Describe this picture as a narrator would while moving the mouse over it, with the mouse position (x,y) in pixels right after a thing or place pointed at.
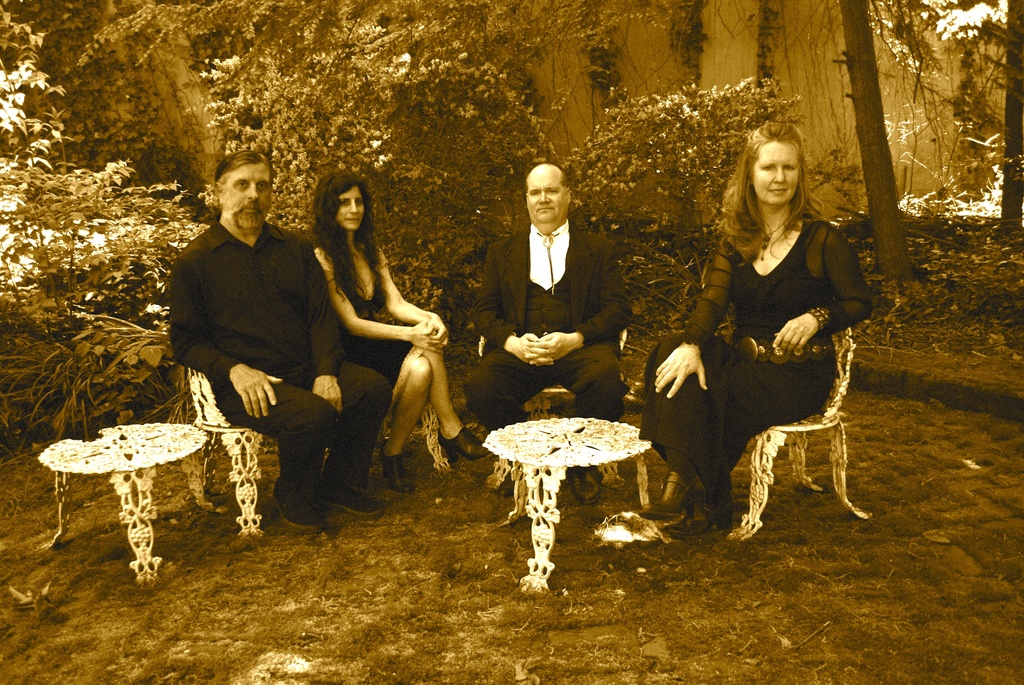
These four persons (532,362) sitting on the chair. There is a table (538,475). On the background (613,112) we can see trees (472,119).
